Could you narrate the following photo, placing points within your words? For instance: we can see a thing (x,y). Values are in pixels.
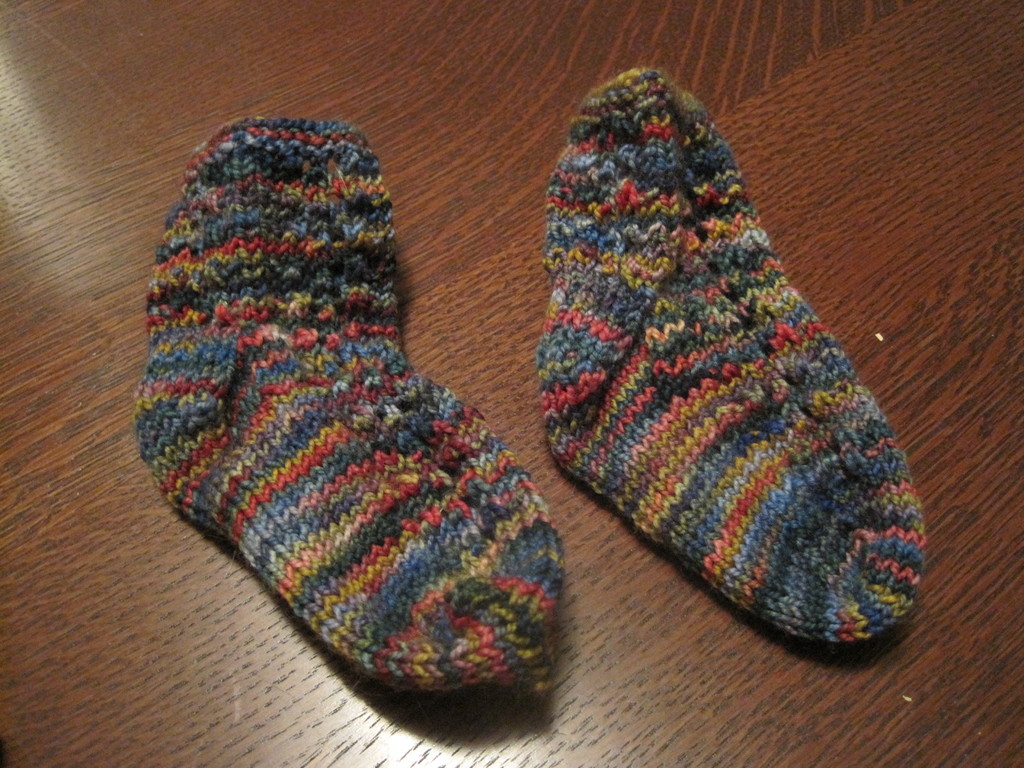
In the image we can see some socks (850,536) on table (346,17).
